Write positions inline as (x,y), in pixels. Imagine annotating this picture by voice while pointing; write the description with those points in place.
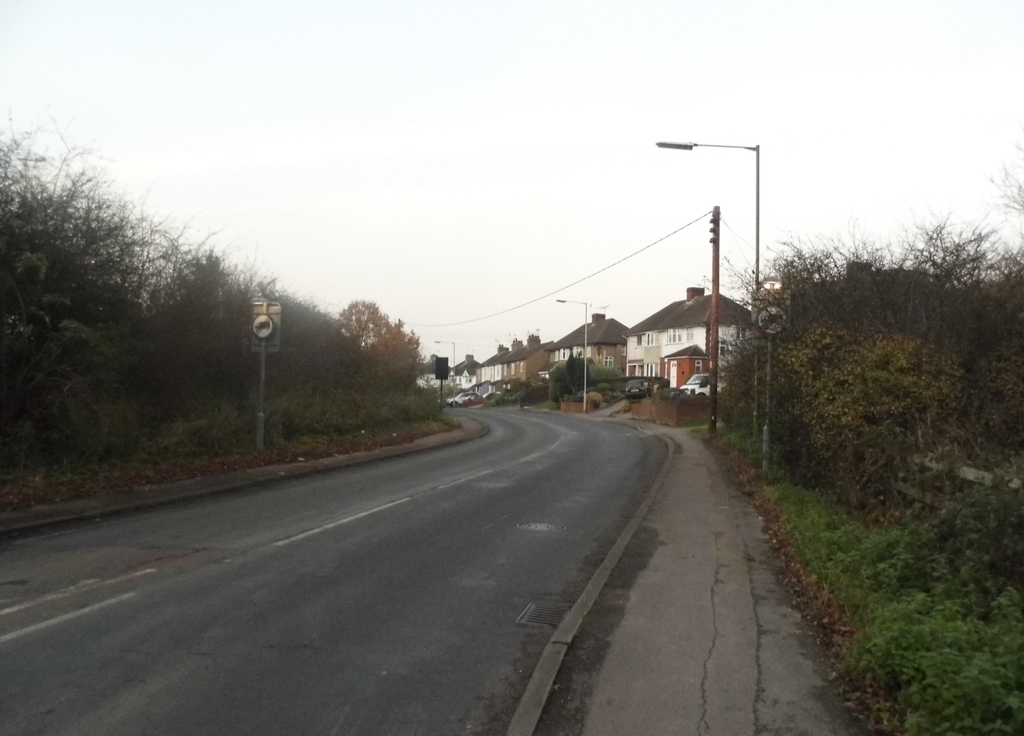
There is a road (385,503). On the side of the road (319,498) there are sidewalks (629,626). Also there are trees (334,355), sign board (269,315) with pole (262,403), street light poles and electric pole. In the background (547,337) there are buildings (584,347), vehicles (698,392) and sky (535,170).
